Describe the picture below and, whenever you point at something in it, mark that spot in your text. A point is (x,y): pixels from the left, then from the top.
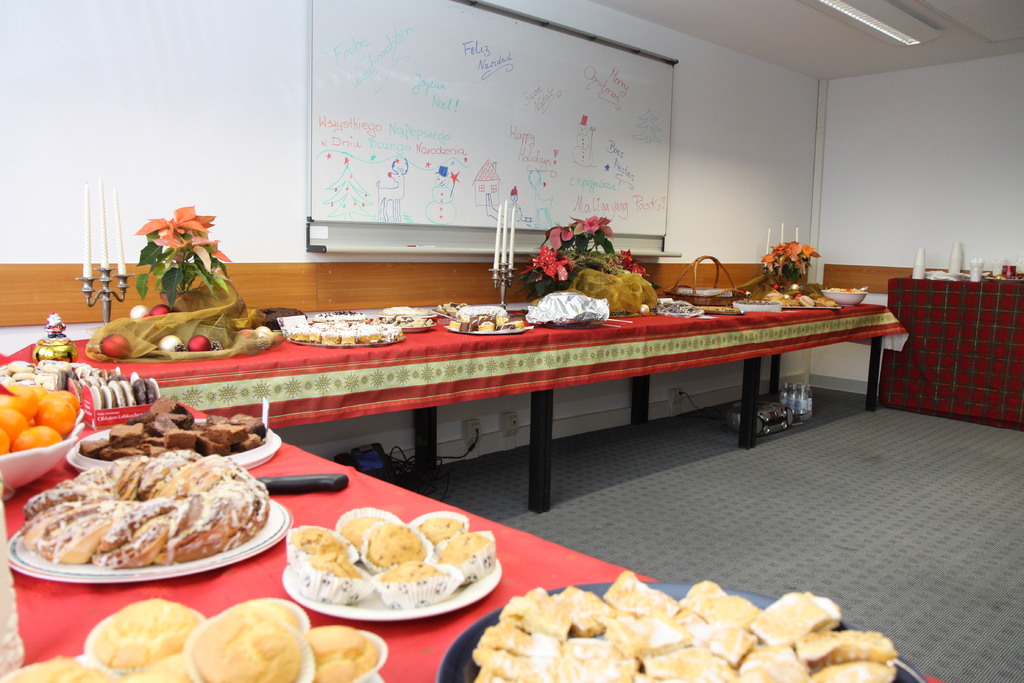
In this image we can see a table (637,404) and the table (501,585) is covered with a red color cloth (518,345) and on the table (477,558), we can see different food items (231,511) on the plates (235,552) and we can also see the fruits (68,412) in the bowl (54,455). We can also see the flower vases (798,257) and also candles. There is a board (464,126) with colored text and the board (332,117) is attached to the plain wall (748,162). We can also see a table (960,288) with glasses (961,258) on the right (956,334). There are water bottles (797,398) on the floor (829,478). Ceiling light (881,28) is also visible in this image.
